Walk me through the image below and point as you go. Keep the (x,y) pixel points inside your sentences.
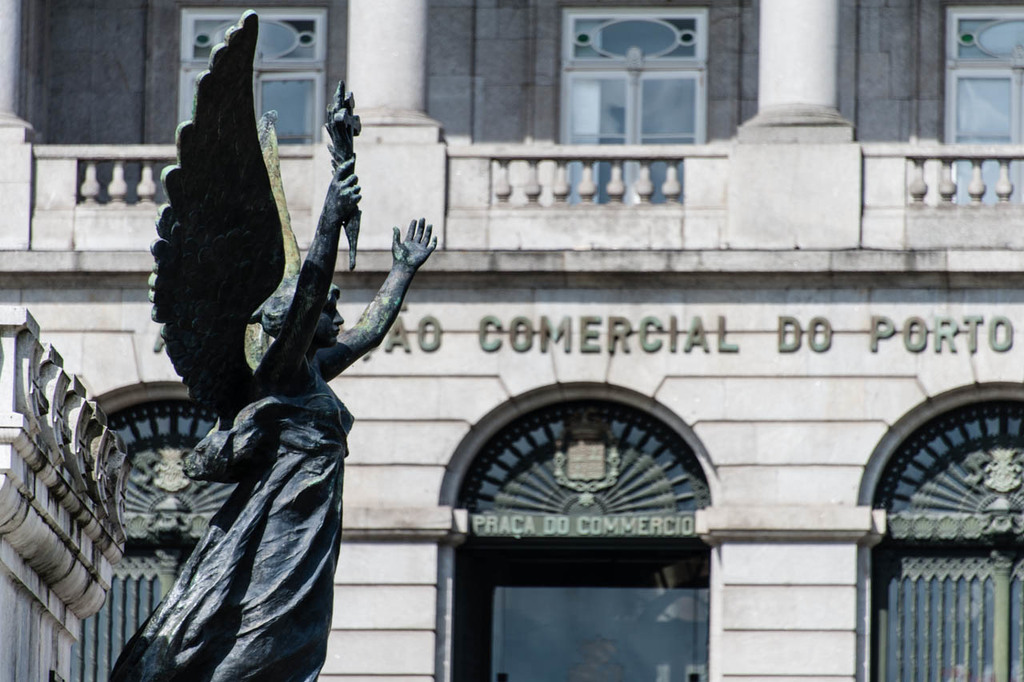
In the foreground of the image (275,368) we can see a statue (296,346). In the background of the image (355,582) we can see a building (682,317) with windows (558,661), poles (1001,658) and some text (627,348) on it
